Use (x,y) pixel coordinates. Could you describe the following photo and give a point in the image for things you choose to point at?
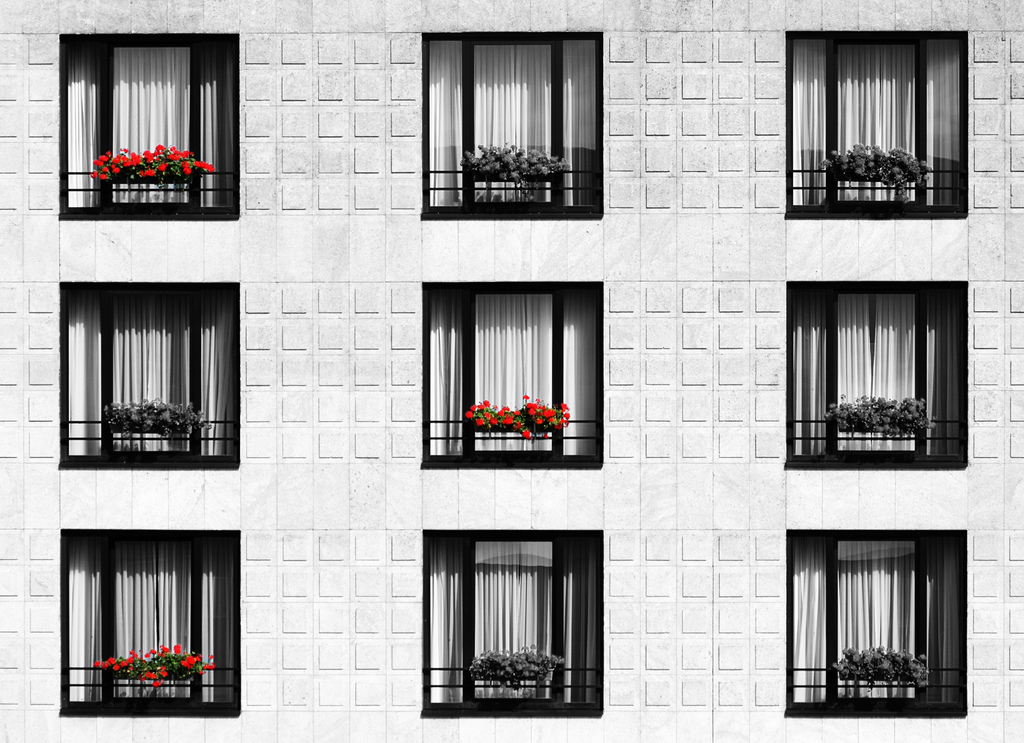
In this picture there is building elevation (130,250) on which we can see windows (835,122), curtains (905,382) and flowers pots (534,417) in the balcony (508,435).
